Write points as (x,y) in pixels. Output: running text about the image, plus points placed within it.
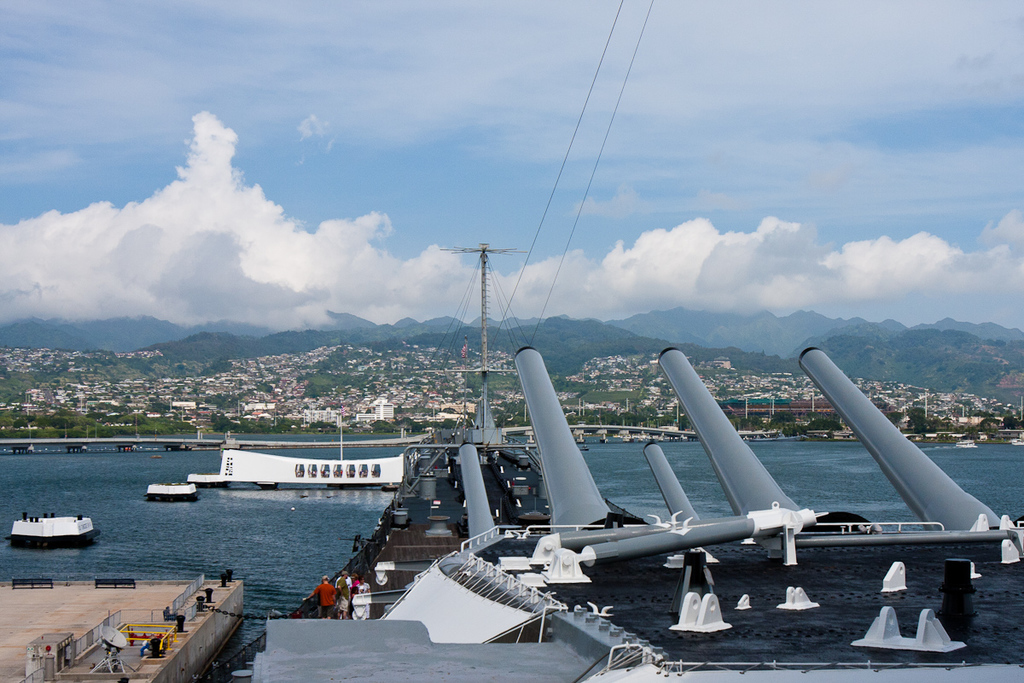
In this image I can see a inner part (534,538) of the ship (455,548). It is in white, ash and blue color. I can see few people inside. Back I can see few boats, bridge (394,441), trees (302,429), poles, buildings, mountains (546,338), wires (534,334). I can see a water (267,499). The sky (446,60) is in white and blue color.
